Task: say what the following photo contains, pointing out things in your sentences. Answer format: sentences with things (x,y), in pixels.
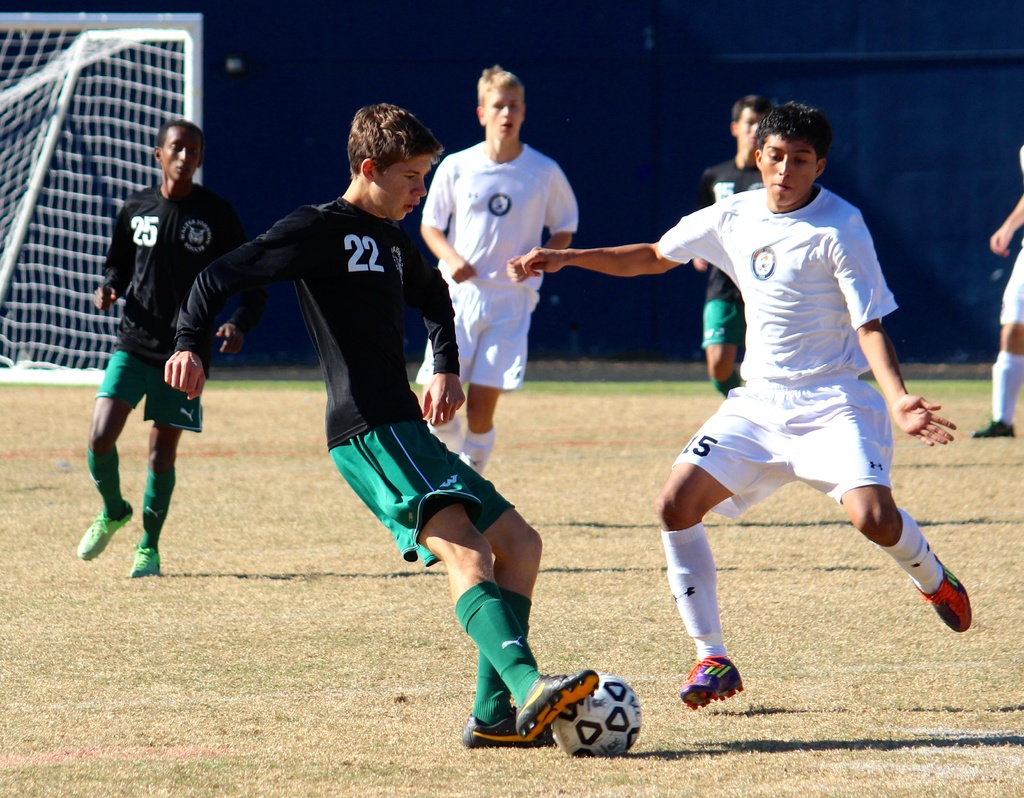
In this image there are boys (868,530) who are playing the football. There is a boy (351,294) who is kicking the football (612,739) while other is trying to stop the football (624,718). At the back side (134,120) there is a goal post (48,159). At the bottom (318,538) there is a ground (265,511).
